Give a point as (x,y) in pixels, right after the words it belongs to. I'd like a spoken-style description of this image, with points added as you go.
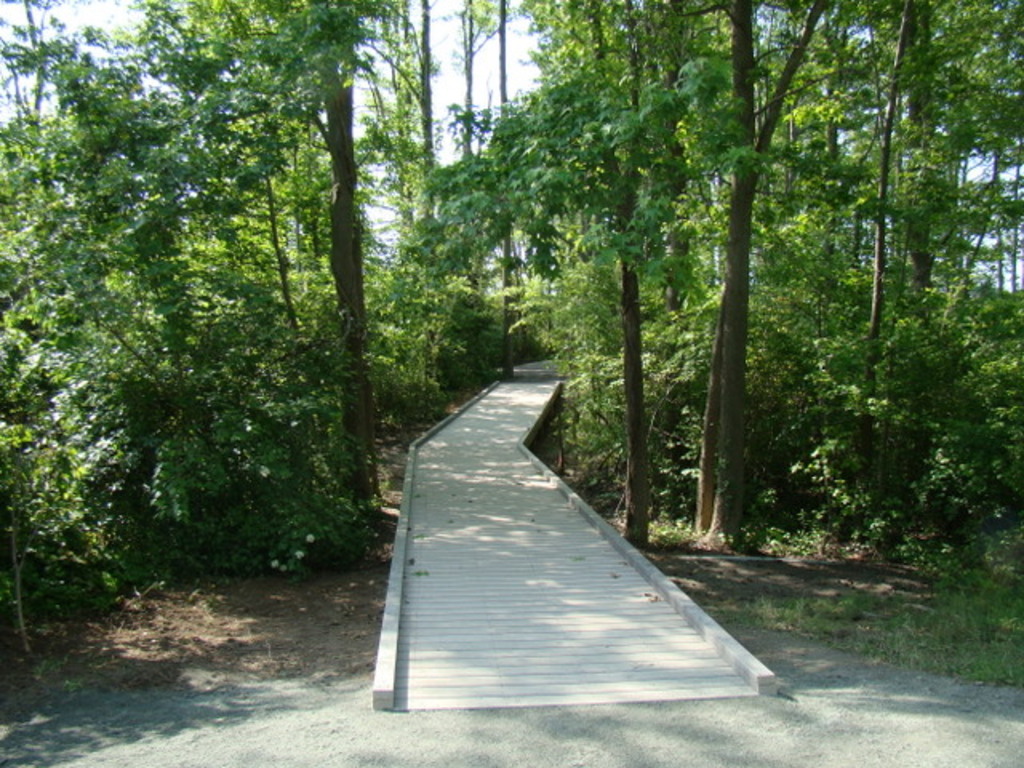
In this picture we can see many trees (640,268). Here we can see a wooden path (501,397). On the bottom right (811,616) we can see grass (998,630). On the top (493,76) we can see sky (486,57) and clouds (449,24).
